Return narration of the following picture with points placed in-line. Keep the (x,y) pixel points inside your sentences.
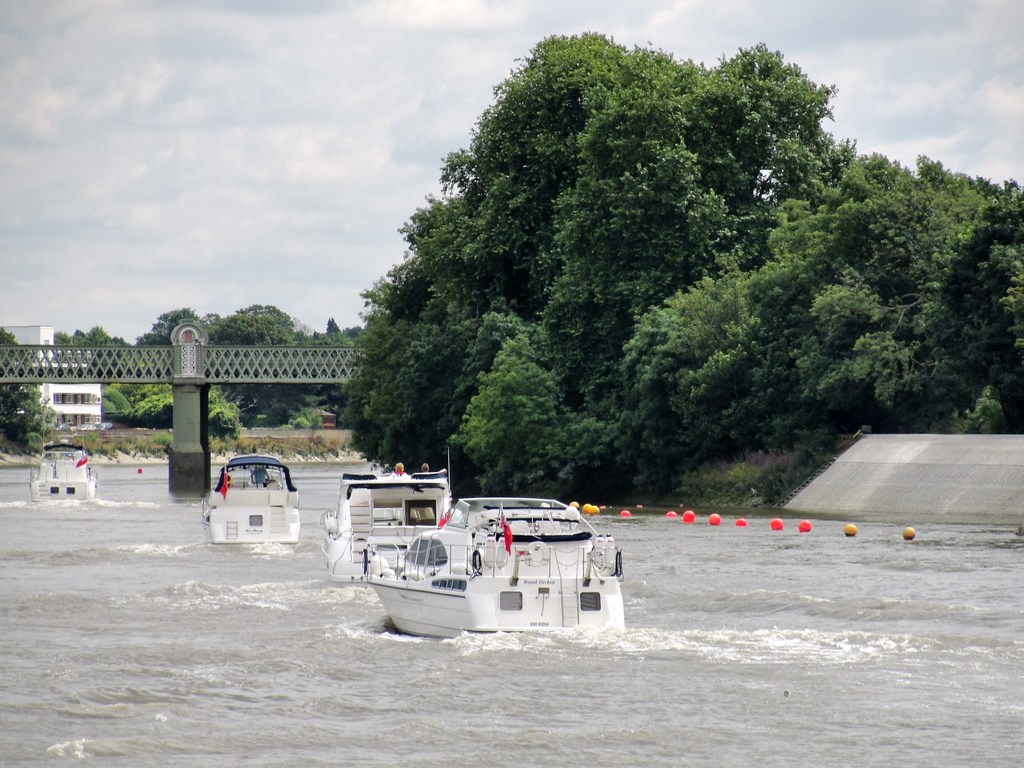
In this picture we can see boats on water (564,706), here we can see people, bridge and some objects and in the background (988,20) we can see a building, trees (894,276), sky (995,90).
